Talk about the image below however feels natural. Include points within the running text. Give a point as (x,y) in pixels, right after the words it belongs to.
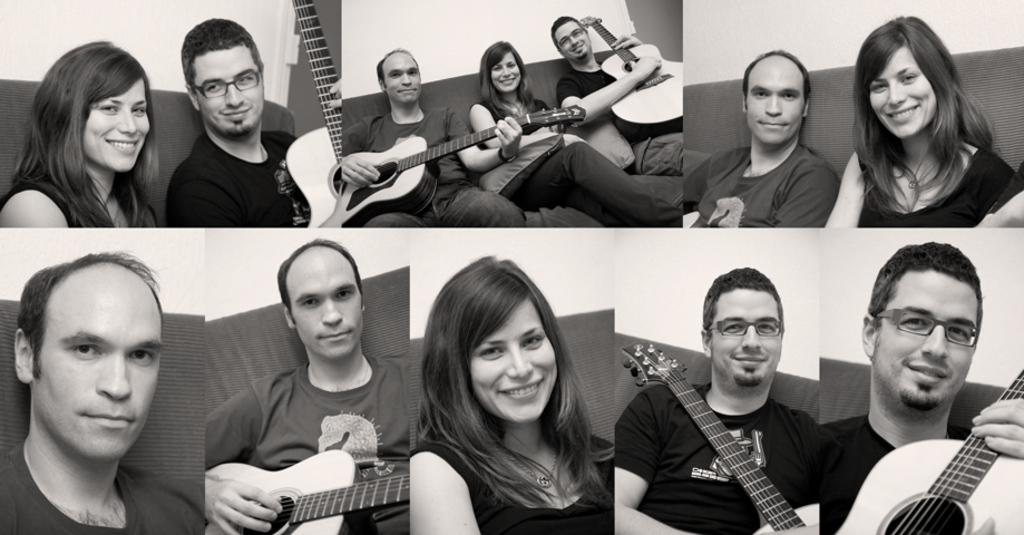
This picture shows the collage of similar pictures and we see a woman (554,426) and two men (398,82) in the picture where two men (415,97) holding guitar (641,107) in their hand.
